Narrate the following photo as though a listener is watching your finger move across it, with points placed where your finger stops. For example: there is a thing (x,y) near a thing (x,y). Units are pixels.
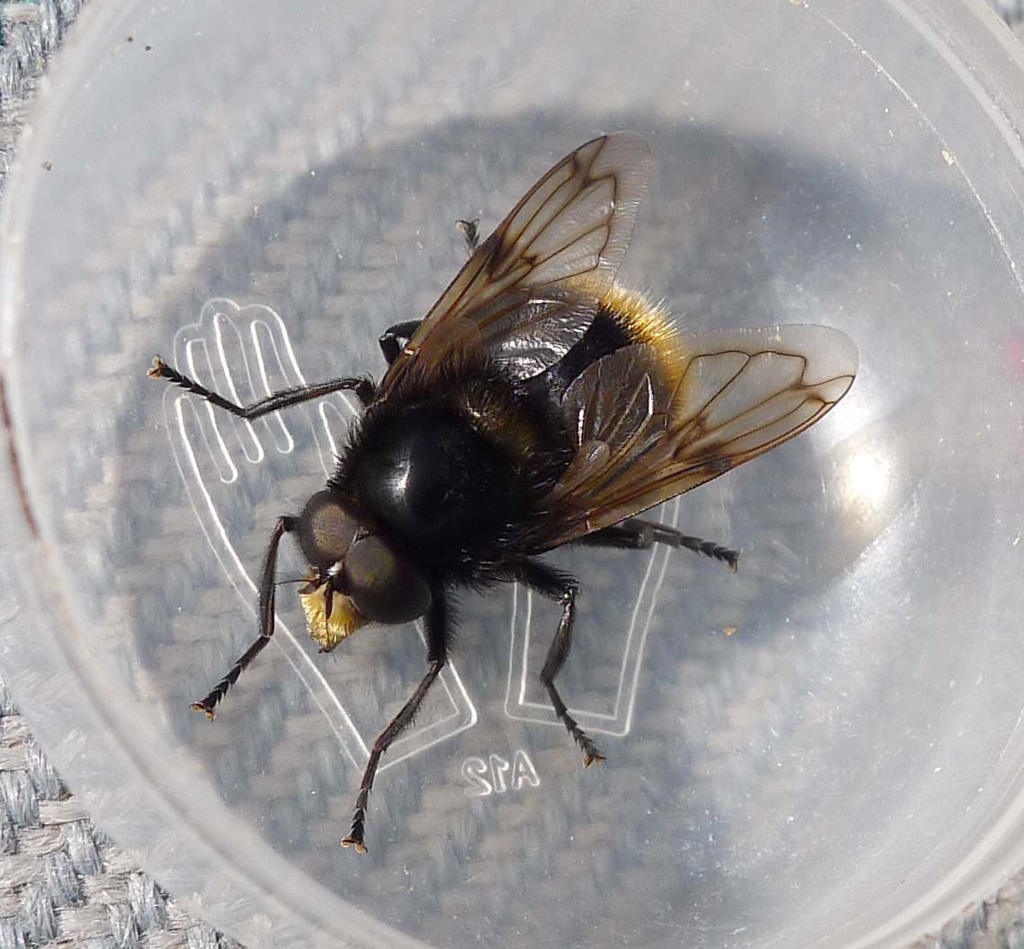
In this image we can see a hover fly (570,467), there are wings (383,389), there is a head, it is in black color, it is in the bowl (123,834).
